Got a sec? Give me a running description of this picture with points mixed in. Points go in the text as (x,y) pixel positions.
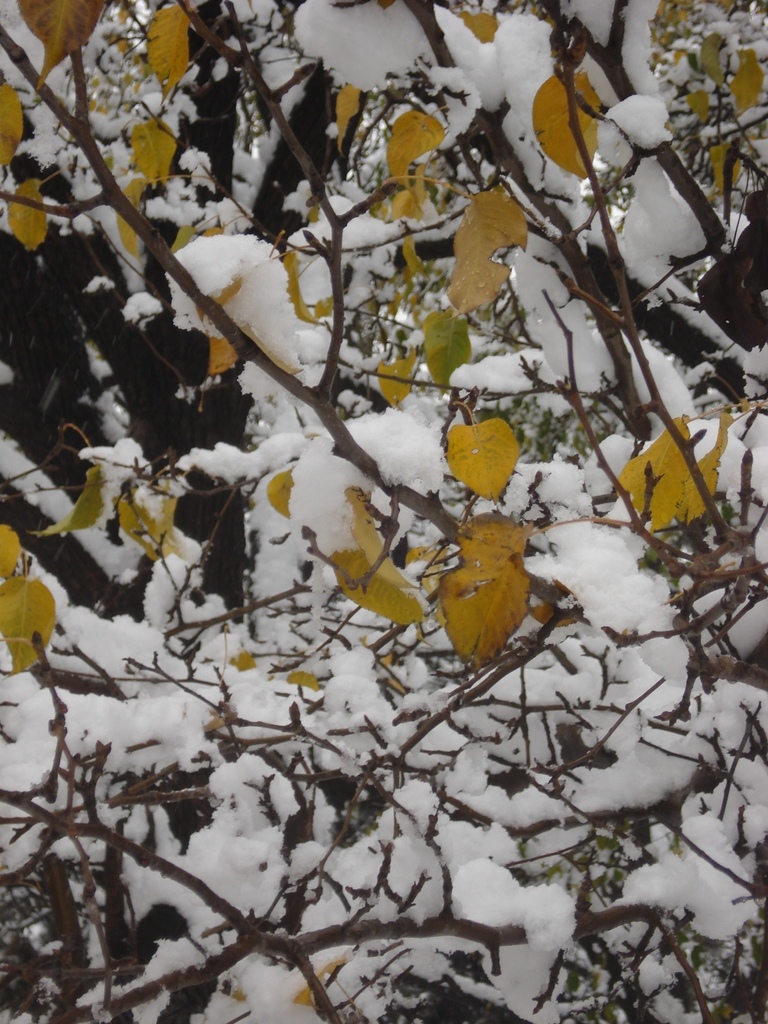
In the image there are branches (252,944) of a tree (353,364) and the branches (496,719) are covered with ice (300,546).
